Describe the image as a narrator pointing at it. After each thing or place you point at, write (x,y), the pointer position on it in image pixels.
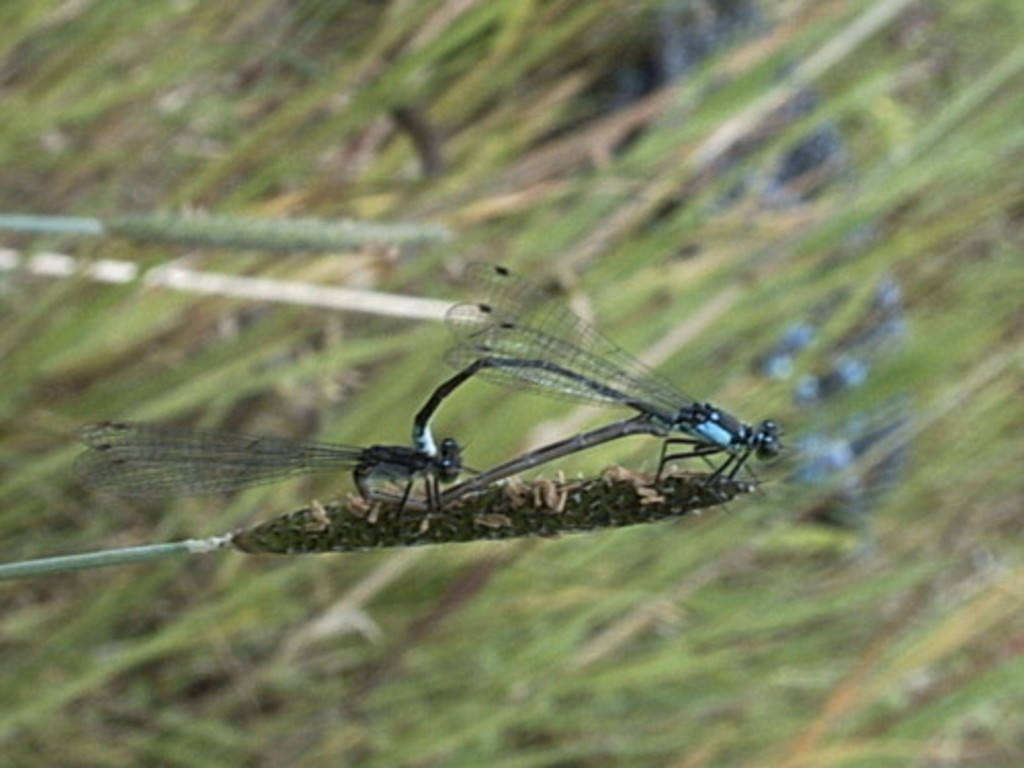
In this picture I can see two dragonflies (505,476) in the middle (487,458), in the background (454,197) there are plants (553,472).
